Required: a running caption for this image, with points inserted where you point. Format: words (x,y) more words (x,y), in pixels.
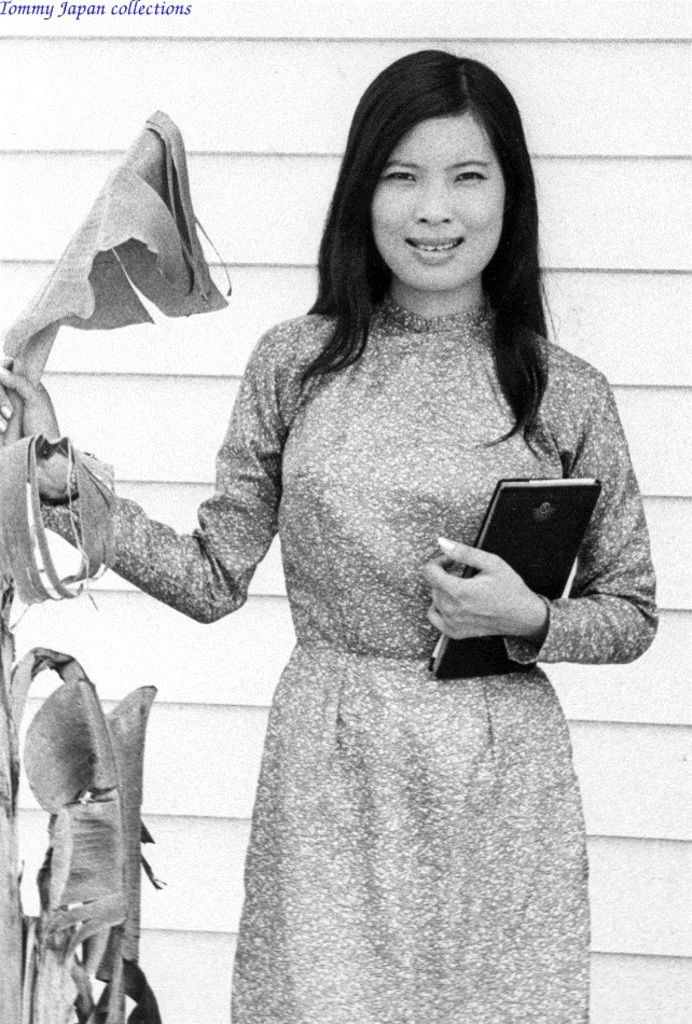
This image consists of a woman (356,535) holding a book (523,546) and a plant (111,472). In the background (672,551), there is a wall (214,482) in white color.
